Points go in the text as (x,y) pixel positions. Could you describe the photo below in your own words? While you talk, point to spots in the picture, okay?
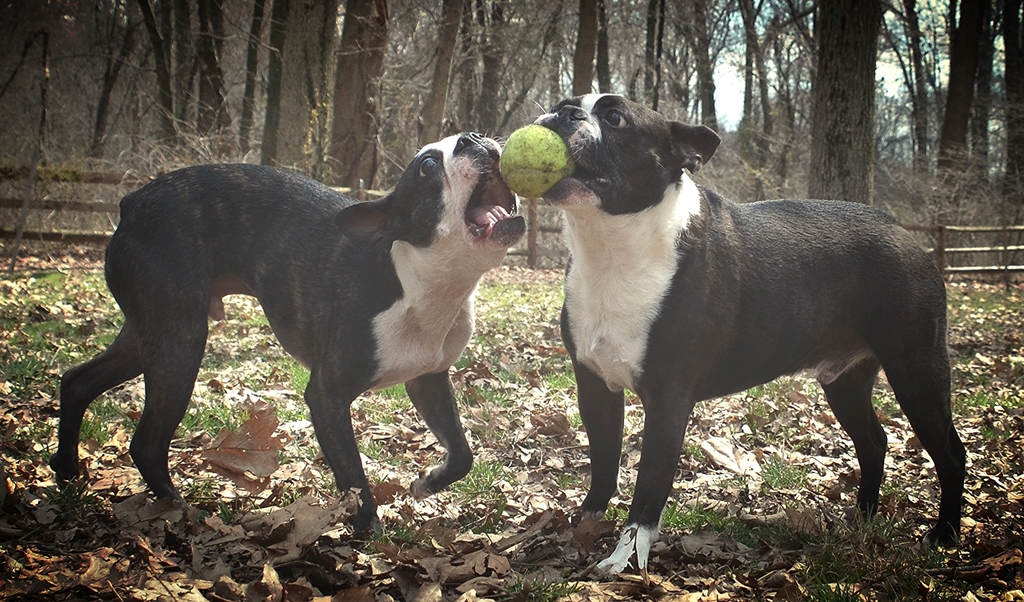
There are two dogs (469,298) standing. This dog (580,225) is holding a ball (549,175) with its mouth (586,174). I can see the dried leaves (256,473) lying on the grass (269,372). In the background (939,238), I can see the wooden fence (84,203). These are the trees (352,90).
